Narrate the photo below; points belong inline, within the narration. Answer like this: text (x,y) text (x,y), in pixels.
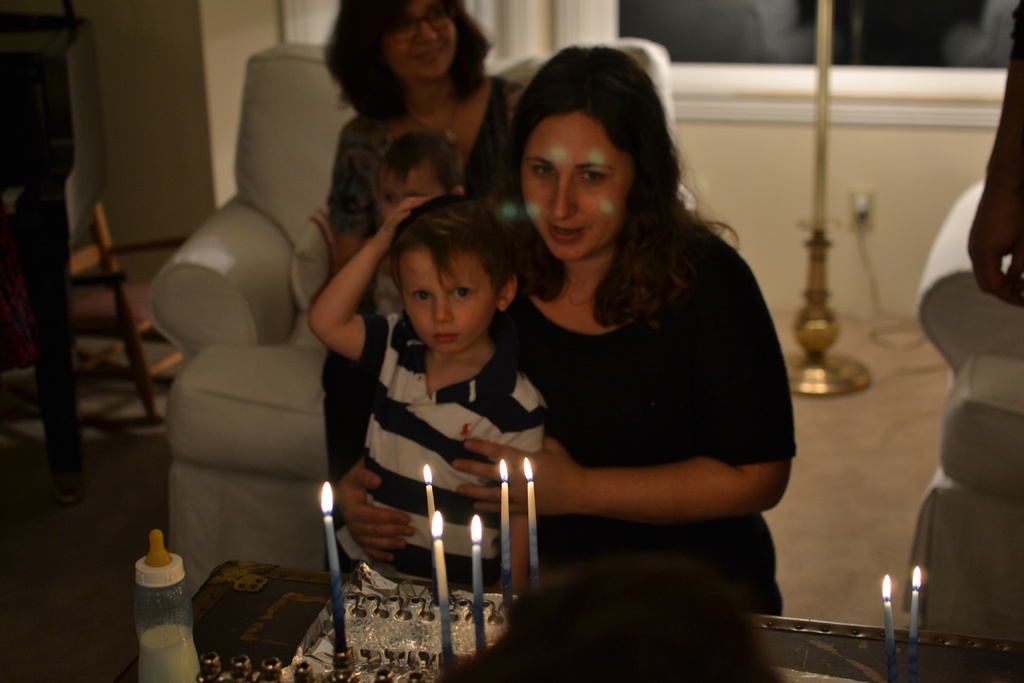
In this picture there are people (662,582) and we can see menorahs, candles (501,550) and bottle (152,666) on the table (896,631) and chairs (932,621). In the background of the image (551,25) we can see wall (761,243), stand (814,206), cable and floor (894,415).
